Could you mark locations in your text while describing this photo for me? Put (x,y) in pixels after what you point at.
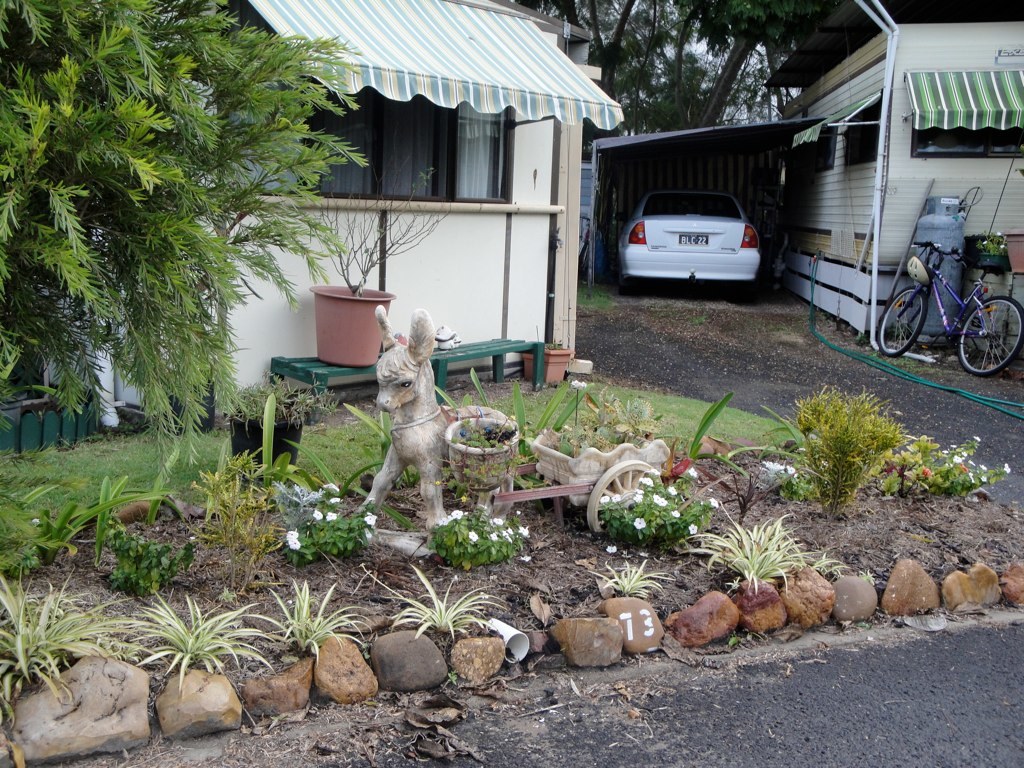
This is an outside view. At the bottom of the image (874,718) I can see road (842,707). Beside the road (961,651) there are some stones (89,716), plants (768,541) and a statue (429,407) are placed. In the background (521,182), I can see two houses (902,159), trees (694,70) and also there is a car (715,269) under a shed (623,164). On the right side (962,337), I can see a bicycle (949,287).
